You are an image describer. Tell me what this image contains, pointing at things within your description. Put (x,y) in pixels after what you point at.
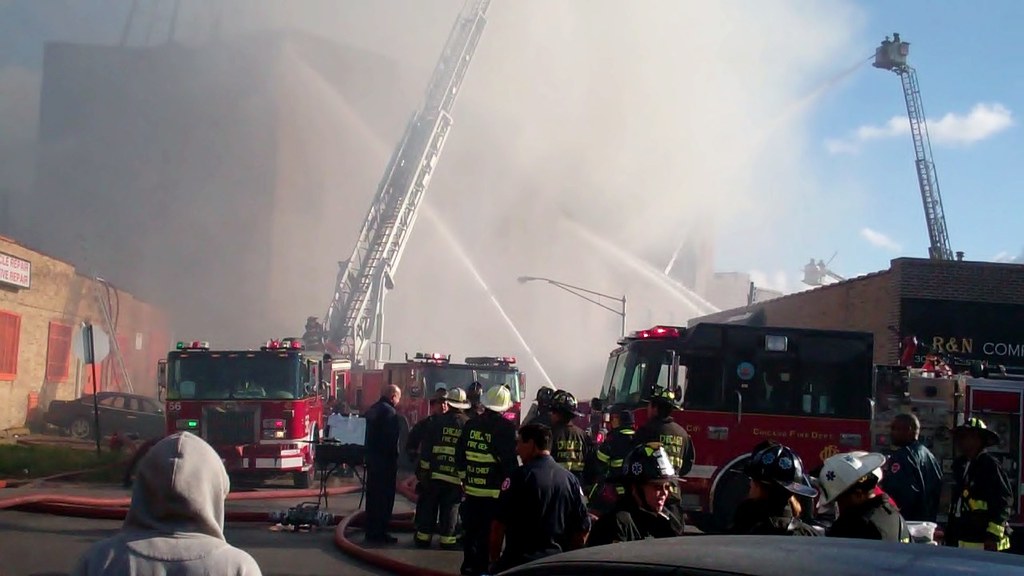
This image is clicked on the road (294,550). At the bottom (272,503), there is a road (341,552). In the front (756,480), there are many persons (584,493) standing on the road (67,527). And we can see fire engines (852,401) in red color. On the left (78,307), there is a small house (1,311). In the front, there is a building (298,53). On the right (926,194), there is a crane (923,169). At the top (942,139), there are clouds (965,110) in the sky (865,107).
